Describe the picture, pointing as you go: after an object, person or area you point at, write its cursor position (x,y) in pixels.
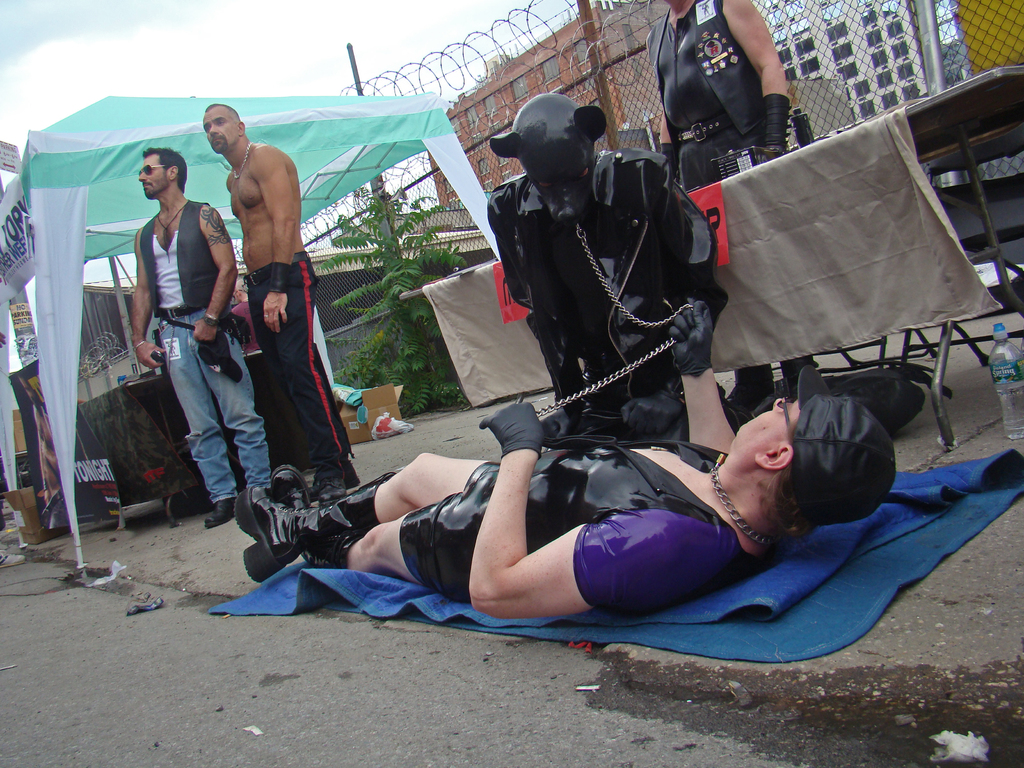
In the image we can see there are three men (256,232) standing, wearing clothes (305,262) and this man (584,515) is lying on the footpath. Here we can see a person (583,277), black in color. There is a pole tent (51,202), fence (815,112) and footpath (569,666). We can even see the building (527,80) and these are the windows (805,67) of the building (805,67). Here we can see the cloudy sky (145,72).
